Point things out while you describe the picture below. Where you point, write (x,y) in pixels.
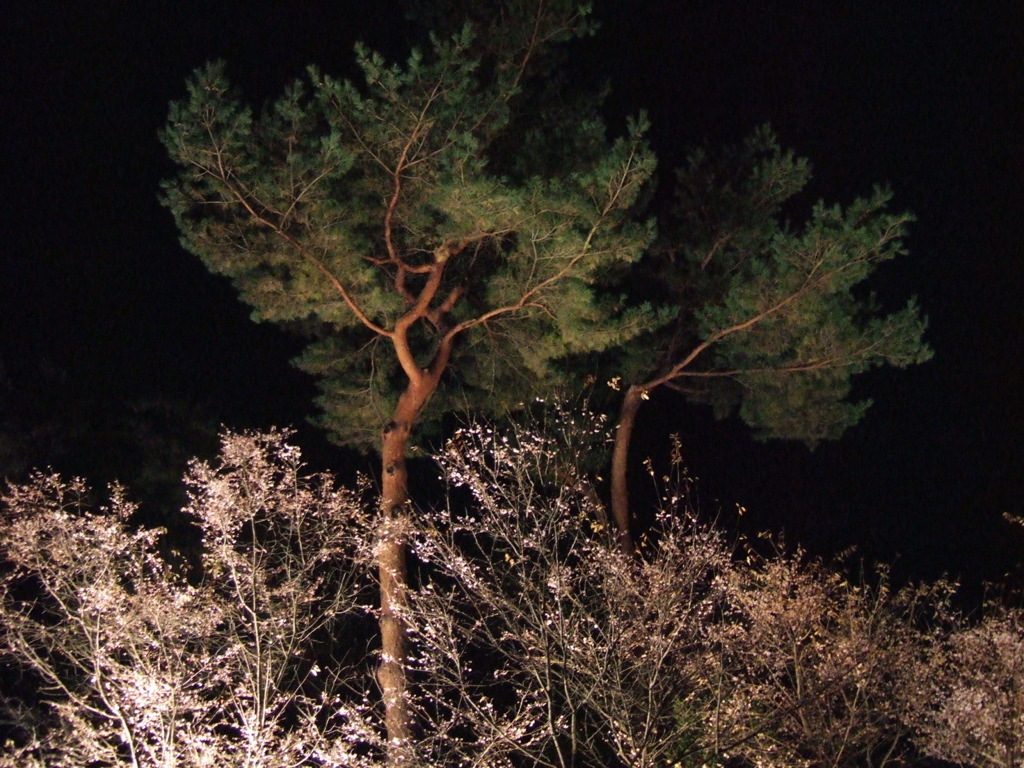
In this picture we can see trees (462,624), we can see a dark background (928,108).
